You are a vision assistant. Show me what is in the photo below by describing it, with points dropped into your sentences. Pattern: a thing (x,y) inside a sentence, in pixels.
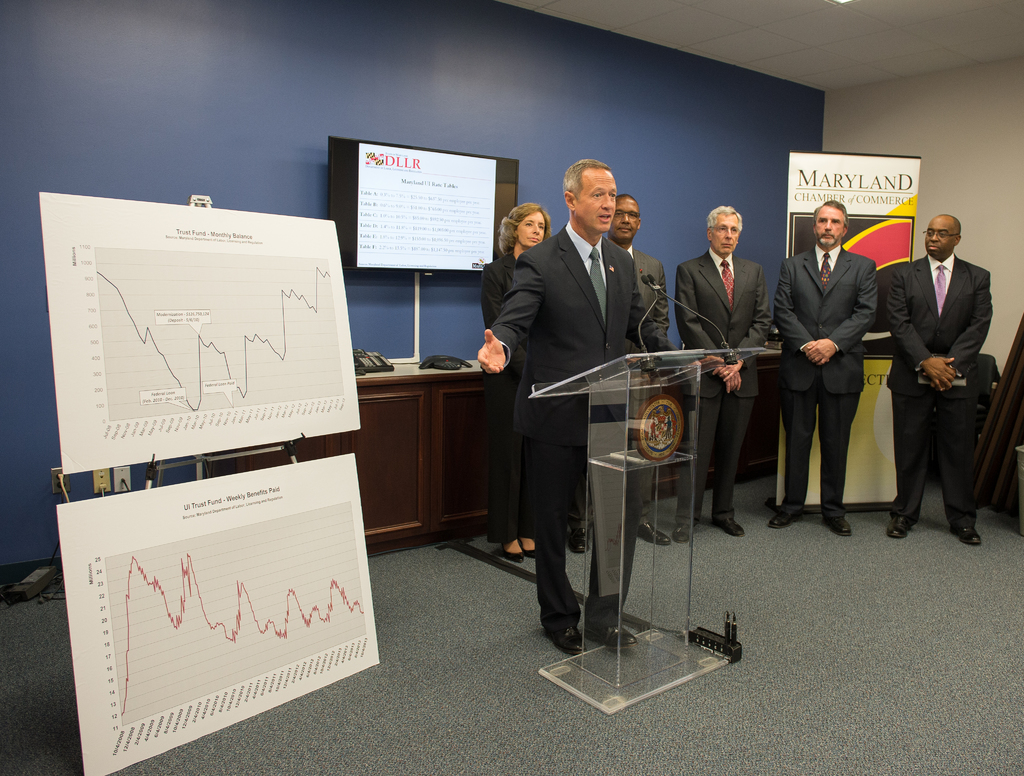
This picture shows few people (496,352) standing and we see a man (541,278) standing at a podium (617,395) and speaking with the help of a microphone (645,368) and we see few hoardings (800,180) and a television (364,245) on the back (390,247) and we see all the men (627,306) wore coats (624,304) and ties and we see carpet (472,723) on the floor (456,630) and a table (437,405) with a telephone (383,365) on it.
